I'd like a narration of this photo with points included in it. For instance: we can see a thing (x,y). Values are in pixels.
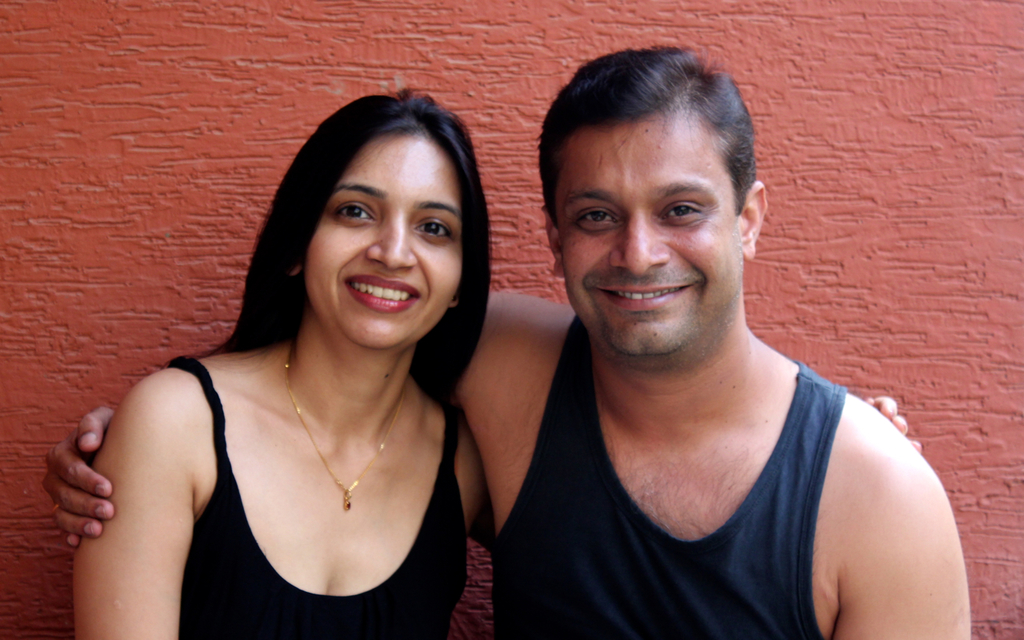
In this image, we can see persons (649,315) in front of the wall (250,162).
